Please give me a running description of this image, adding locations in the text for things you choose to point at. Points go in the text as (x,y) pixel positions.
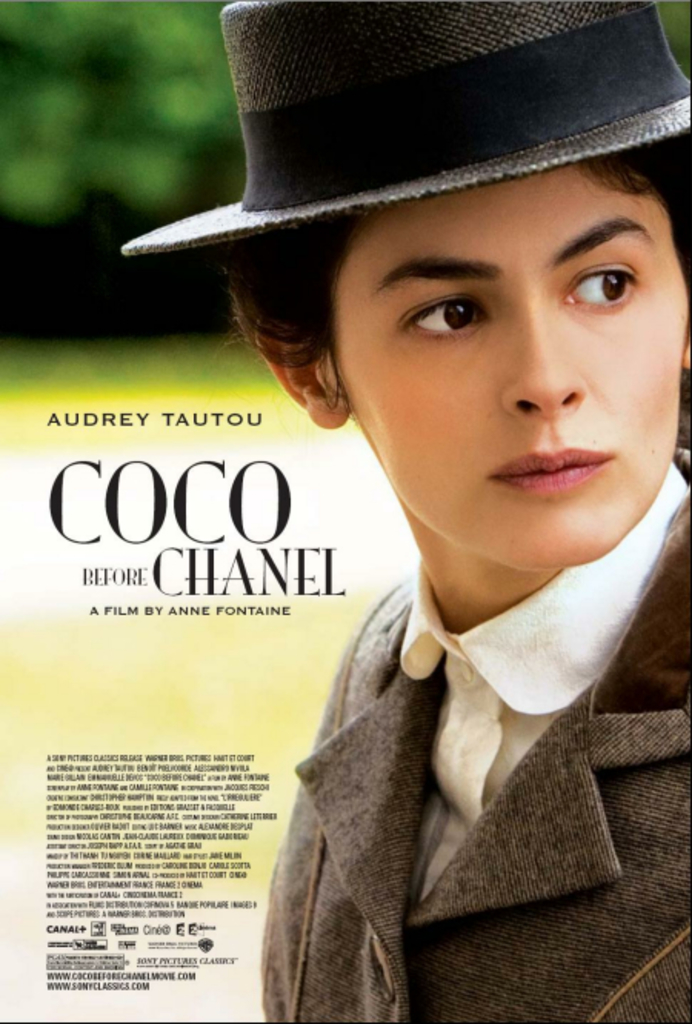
In the image we can see there are poster (342,784) on which there is a person (469,545) wearing jacket (396,824) and hat (302,185).
